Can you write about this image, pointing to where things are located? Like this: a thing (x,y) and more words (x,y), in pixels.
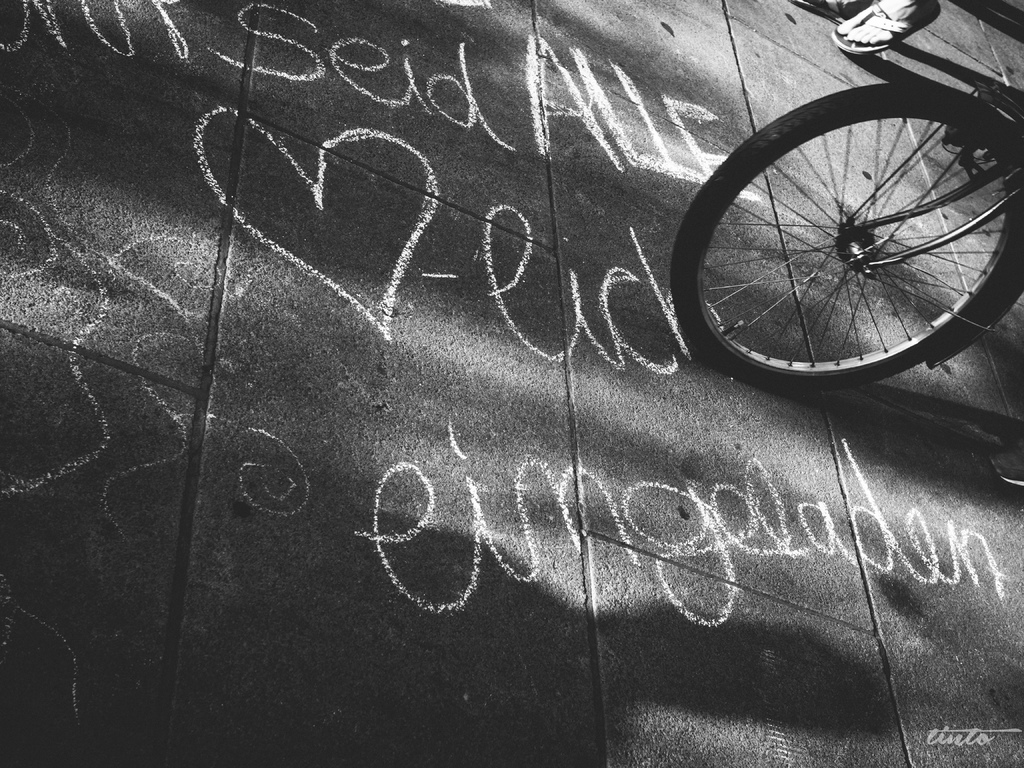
In this picture there is a person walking on the road (481,4). There is a person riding bicycle (712,195) on the road (615,523). There is a text (516,216) on the road (221,490).
